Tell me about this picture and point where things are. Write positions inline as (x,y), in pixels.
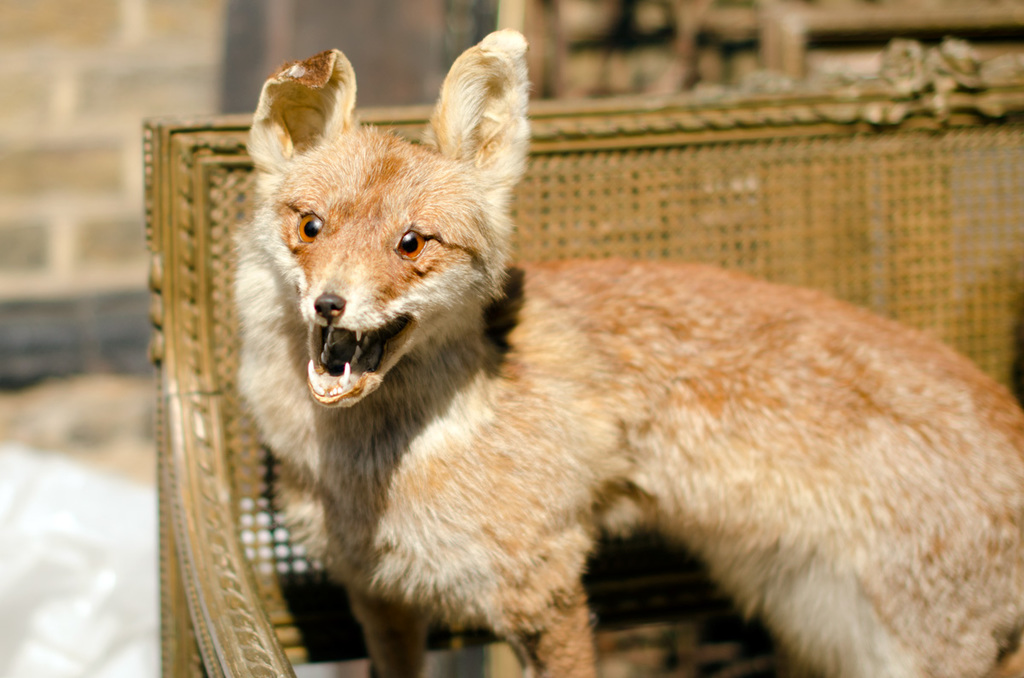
In this image I can see an animal (358,327) standing on the bench (186,510) and the animal (481,507) is in brown and cream color and the bench (206,344) is in cream color, and I can see blurred background (13,47).
